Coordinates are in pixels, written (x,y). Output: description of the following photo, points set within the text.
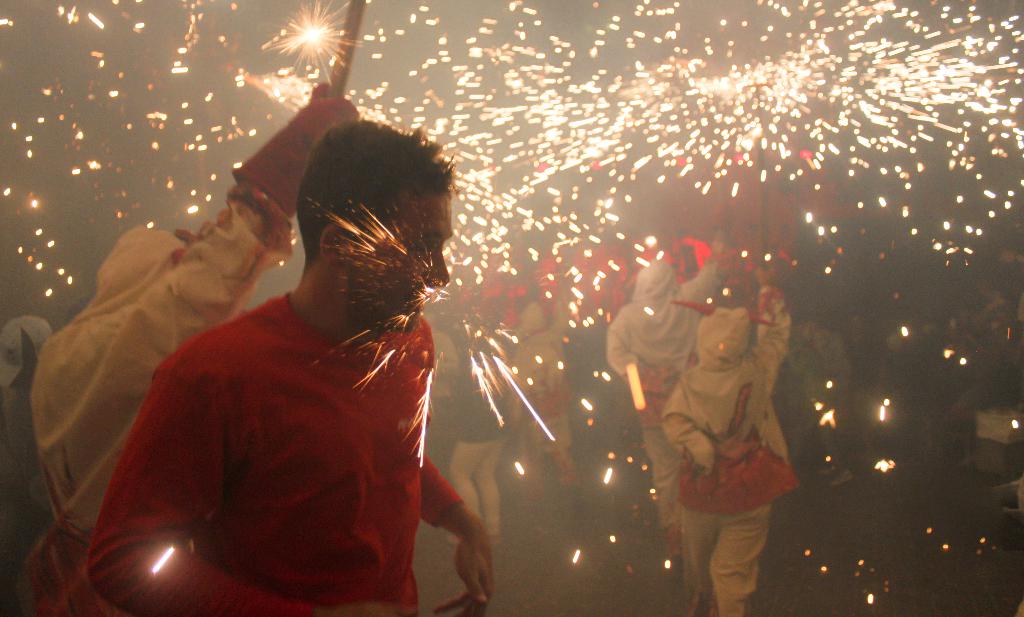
Here we can see few people (537,306) standing on the ground (916,577) and at the top (508,54) we can see sparkles (706,156).
